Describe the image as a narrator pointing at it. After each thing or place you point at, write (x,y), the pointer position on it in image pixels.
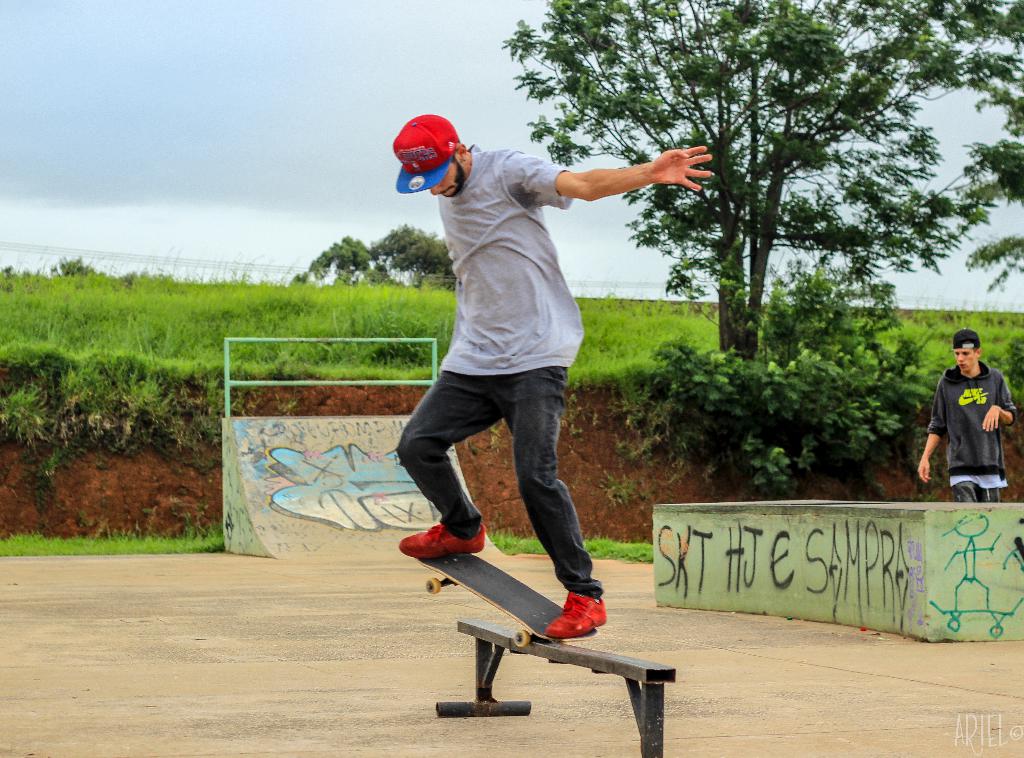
In this image in the center (557,328) there is one person (522,463) who is skating, and in the background (250,348) there are some plants (816,356), trees (703,266), grass (599,386) and one person (1007,386) and slope (295,472). And on the right side (706,507) there is wall (965,536) and one person (975,468) standing, at the bottom (700,691) there is walkway (700,691) and at the top (128,97) there is sky (498,124).
